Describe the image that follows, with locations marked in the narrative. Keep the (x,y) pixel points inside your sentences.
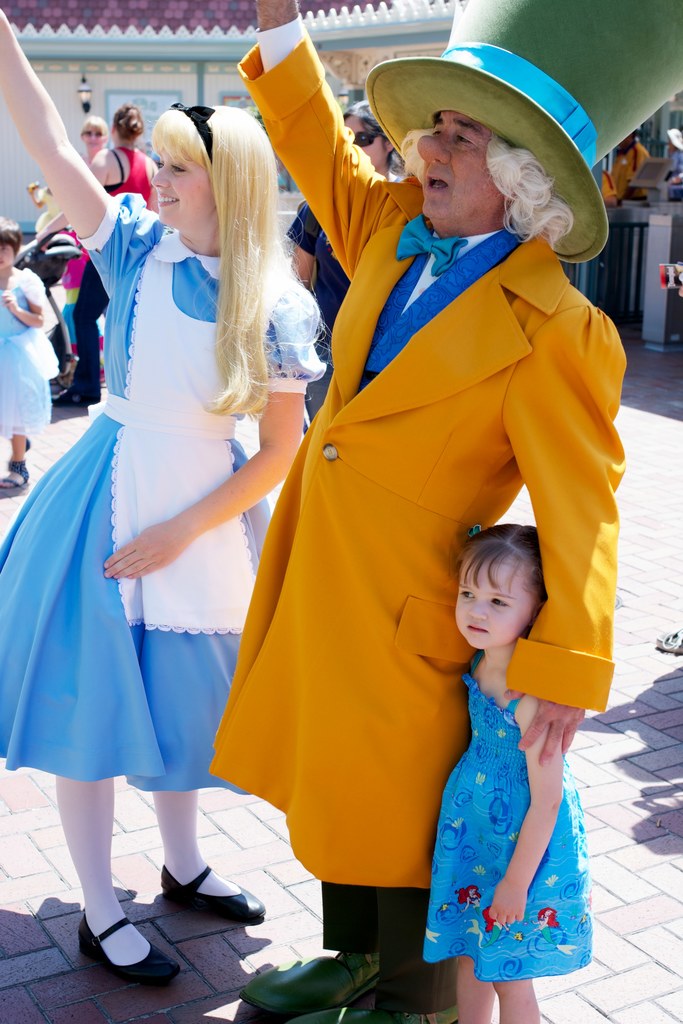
In this picture I can see group of people (41,101) standing. I can see a building (177,11) and there are some objects (627,275).
